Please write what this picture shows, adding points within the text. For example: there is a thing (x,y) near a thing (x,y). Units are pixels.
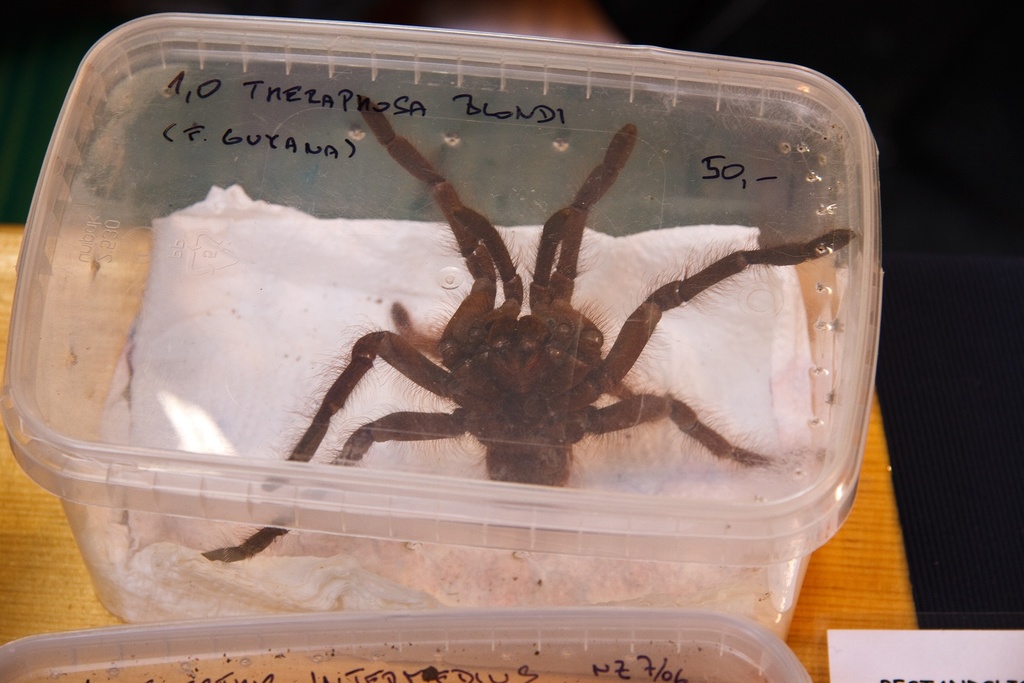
In this picture I can see a spider (574,335) in the box (291,109) and I can see another box (395,663) at the bottom of the picture (690,646) on the table (867,484) and I can see text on the boxes (355,130).
